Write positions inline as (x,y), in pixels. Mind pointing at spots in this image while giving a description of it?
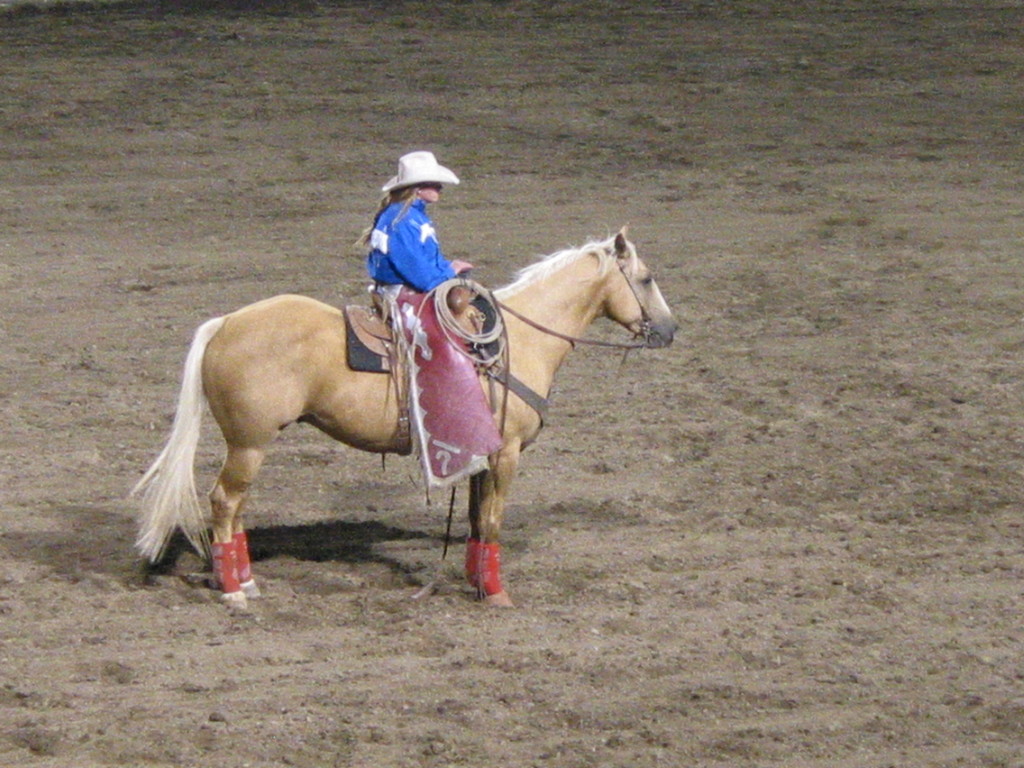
In this image I can see the person (456,265) sitting on the horse (262,335) and the horse (281,341) is in brown color.
